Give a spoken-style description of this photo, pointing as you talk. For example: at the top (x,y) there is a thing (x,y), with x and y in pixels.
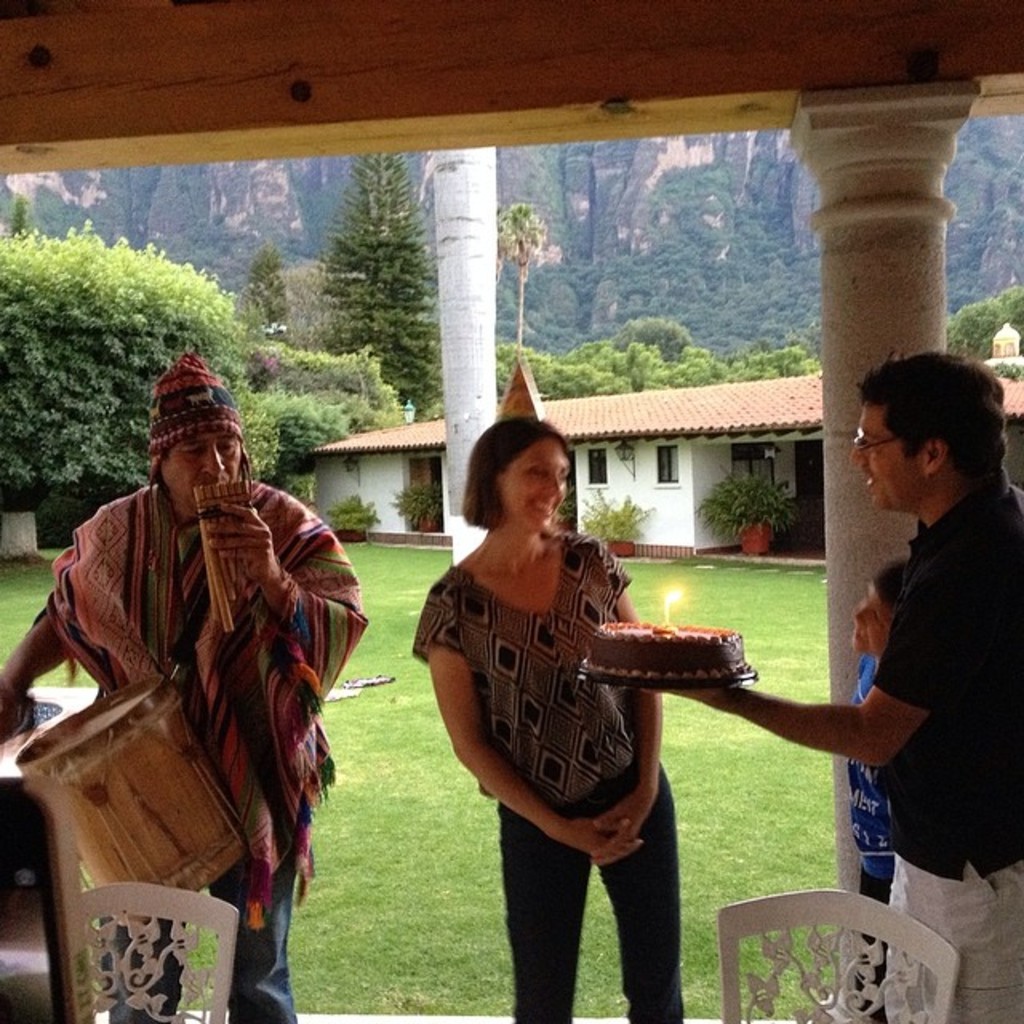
This is the picture outside of the house (664,534) and there's grass (693,580) on the floor (772,593) and there is a hill (714,212) on the background (672,294) and there is a plant (343,515) and trees (294,472) on the ground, on the front (114,632) left side (147,656) there is a person (134,639) wearing a red color scarf (165,608) holding a musical instrument (148,773), in front of him there is a chair (145,889), on the right corner (869,716) a person (984,691) wearing a black color t-shirt (964,648) beside him a baby boy (884,624) is standing, and a person (772,702) holding a cake (650,652), in front of the cake (634,663) there is a woman (511,667) standing and she is smiling and there is a candle (668,600) on the cake (657,663) and there are flower pots (752,542) kept in front of the house (768,551).
